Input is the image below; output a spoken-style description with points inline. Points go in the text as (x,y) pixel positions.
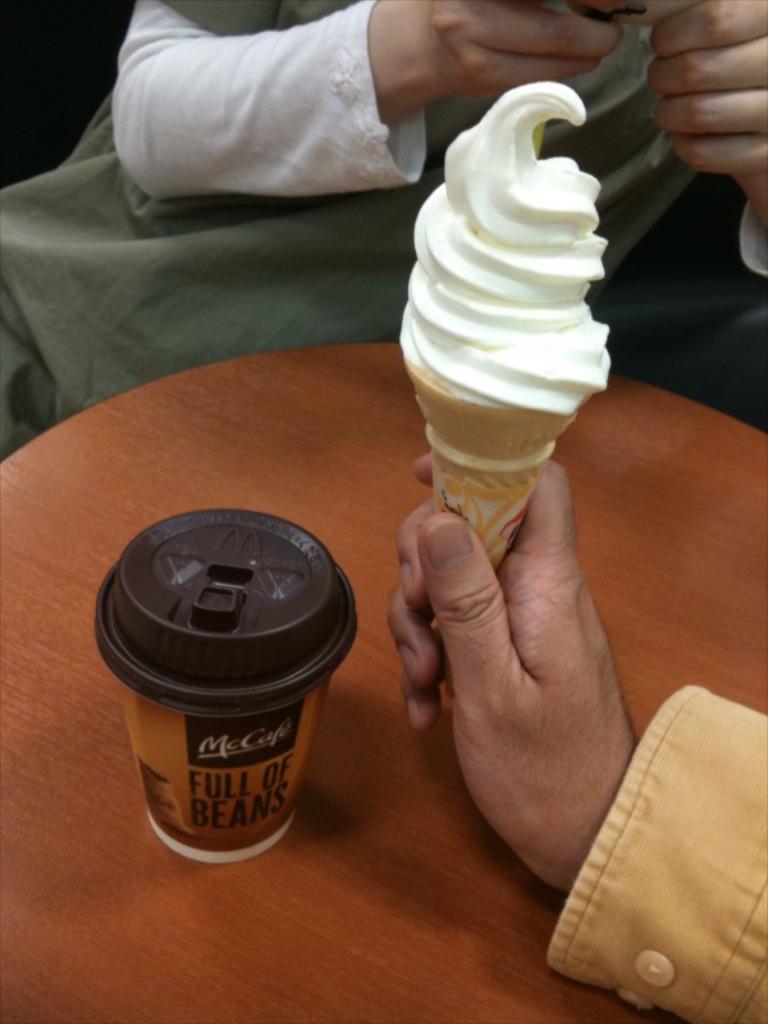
This image consists of two persons (185,136). On the right (565,861), the man (583,898) wearing a brown shirt (600,924) is holding an ice-cream (478,447). At the bottom, we can see a table (183,903) on which a coffee cup (155,735) is kept. In the front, the person (165,103) is wearing a green and white T-shirt (104,190).
